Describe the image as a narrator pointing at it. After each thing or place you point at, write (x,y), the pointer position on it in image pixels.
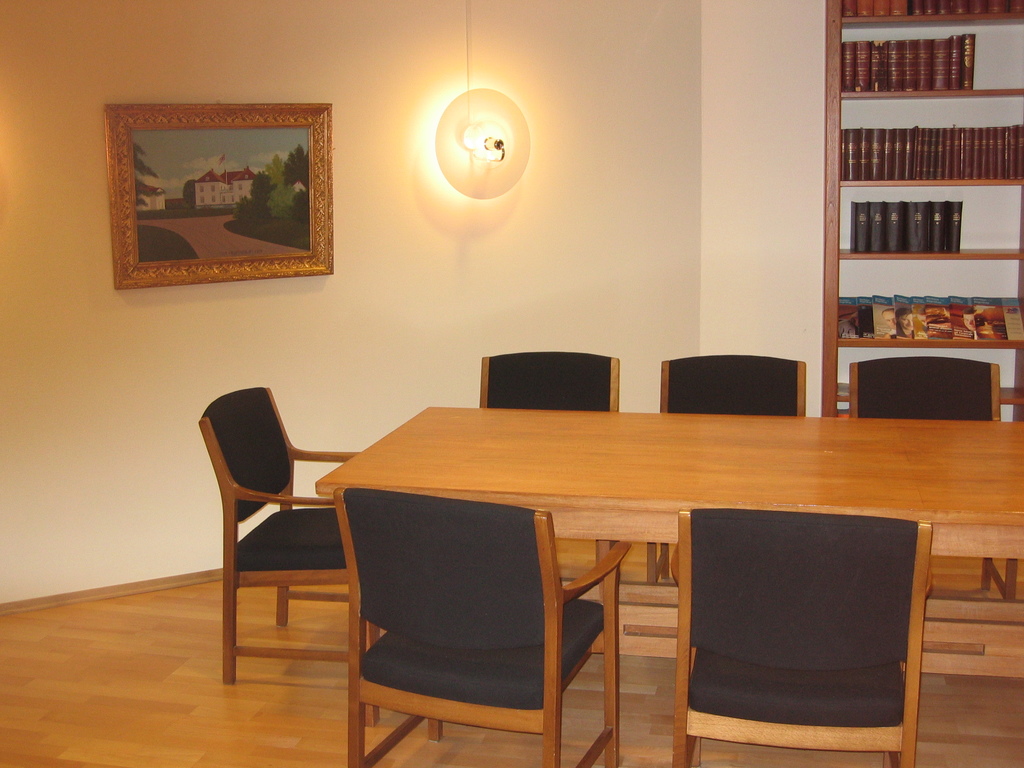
In this image, I can see a table (626,456) and chairs (685,626). This is a photo frame (205,269) and a lamp (460,188), which are attached to the wall (361,192). These are the books (925,56), which are kept in the racks (867,257). This is the floor (183,682).
